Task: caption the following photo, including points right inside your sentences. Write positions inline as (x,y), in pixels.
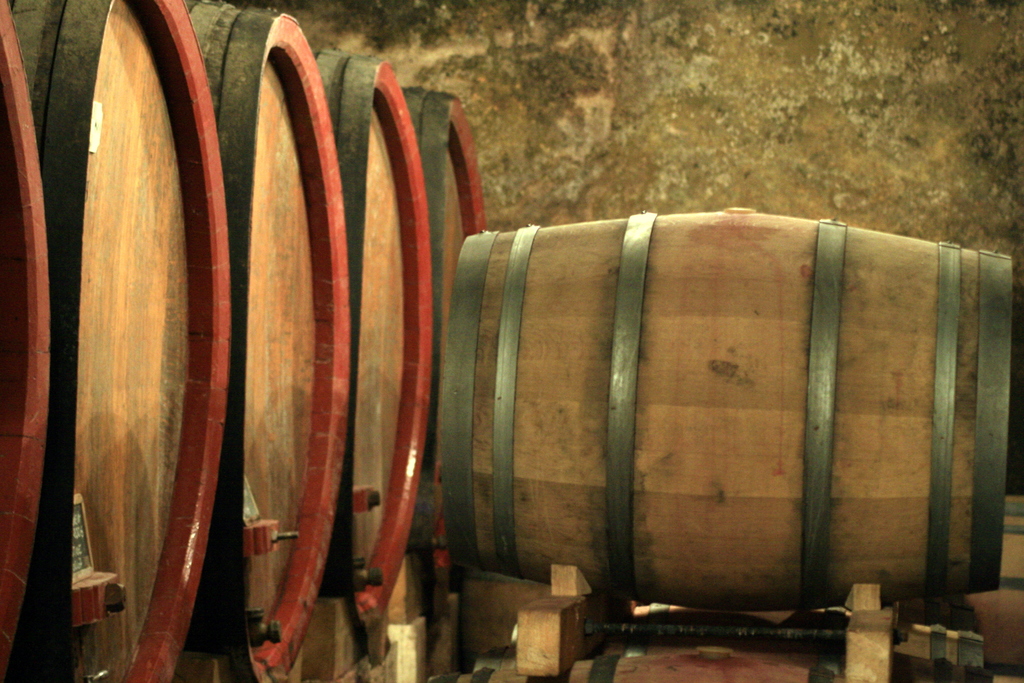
In this image in the front (323,363) there are barrels (382,392). In the background (592,82) there is a wall (743,81).
